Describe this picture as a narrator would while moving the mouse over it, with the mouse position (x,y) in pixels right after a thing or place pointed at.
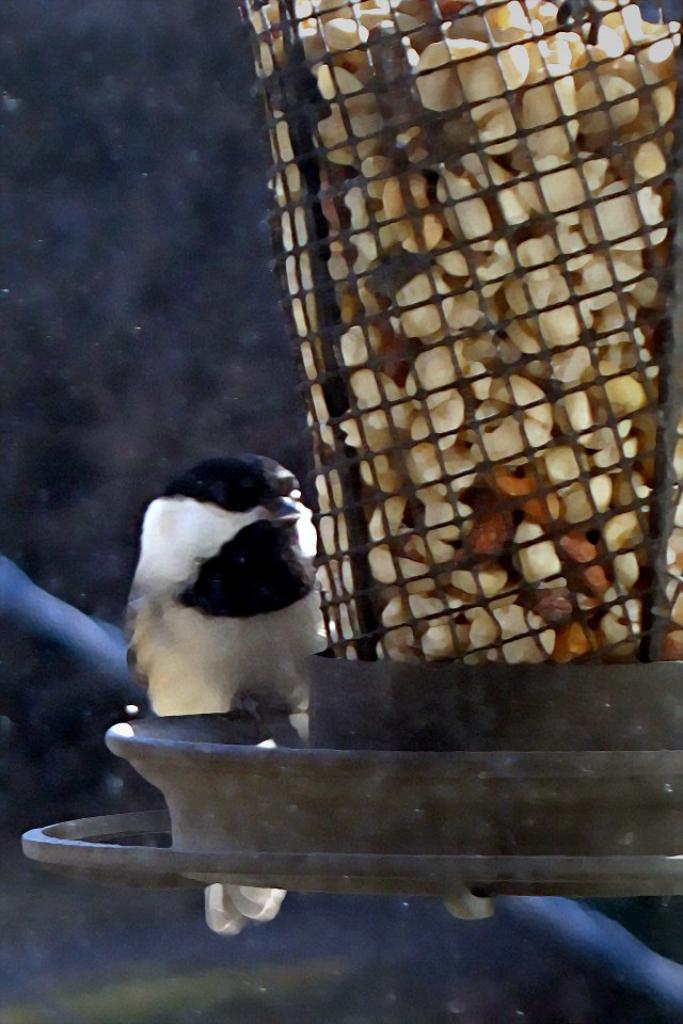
In this image we can see a bird (242,499) beside a bird feeder (497,635).
